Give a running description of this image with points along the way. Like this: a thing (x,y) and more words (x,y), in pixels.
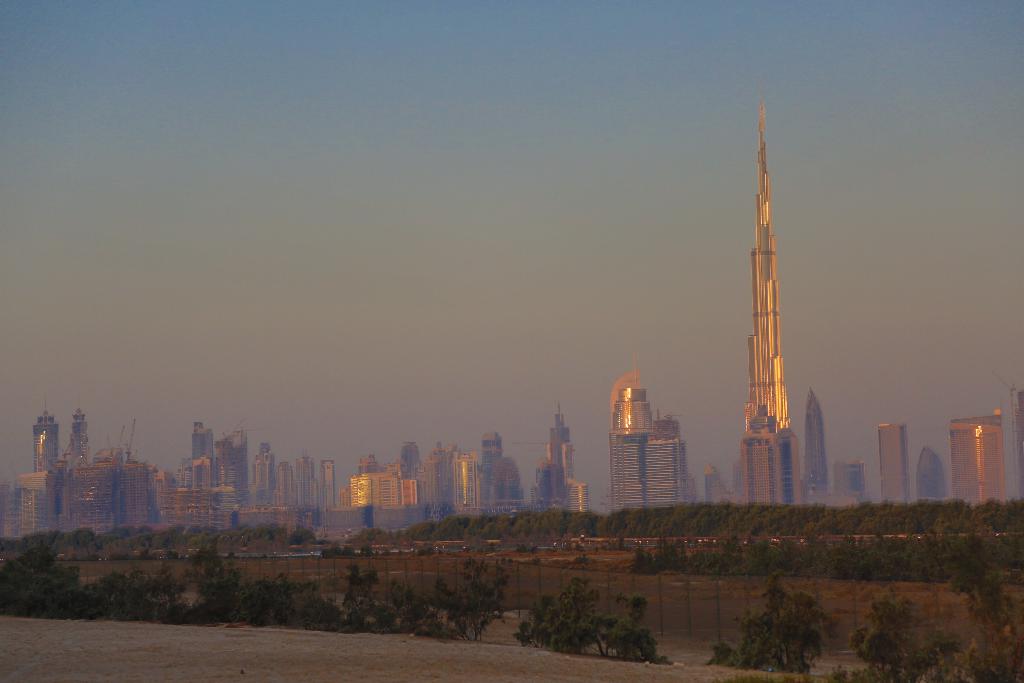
In this image, we can see some buildings (86,494), there are some plants (315,604), at the top (439,94) there is a sky (425,69) which is hazy.
